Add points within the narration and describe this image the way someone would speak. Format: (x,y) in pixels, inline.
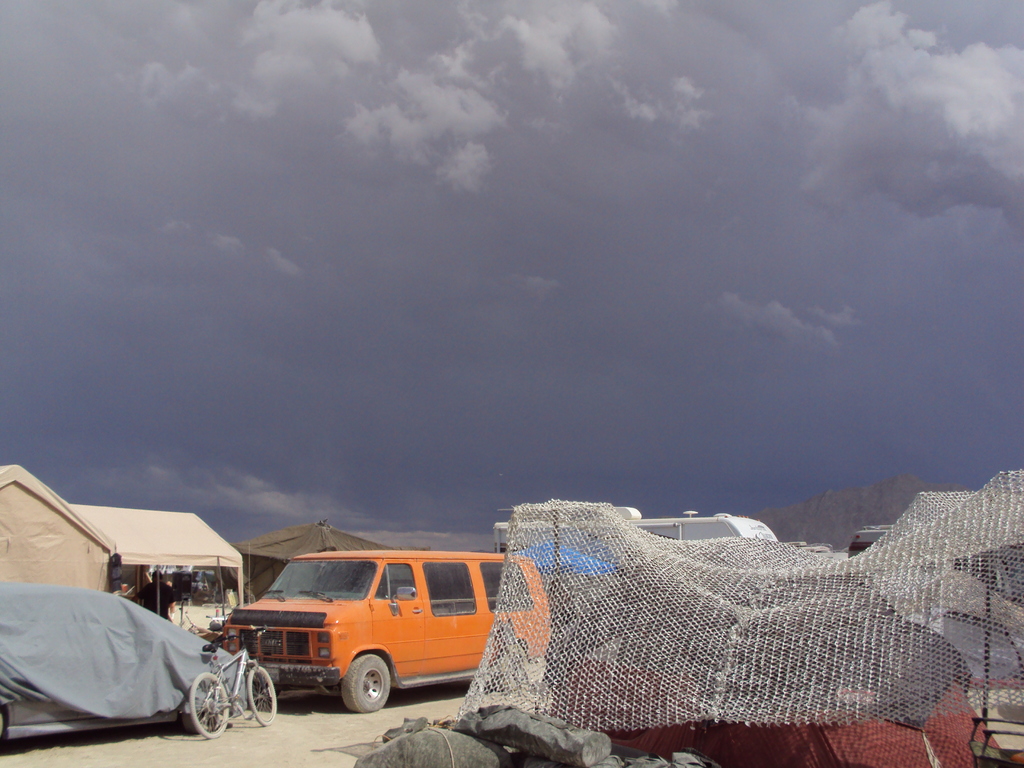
In this image there are few vehicles (272,632) parked, behind the vehicles (160,621) there is a house (200,565) and a hut (313,537). On the right side of the image (753,669) there are few objects (742,664) covered with some mesh (672,649). In the background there is a sky (550,344).
